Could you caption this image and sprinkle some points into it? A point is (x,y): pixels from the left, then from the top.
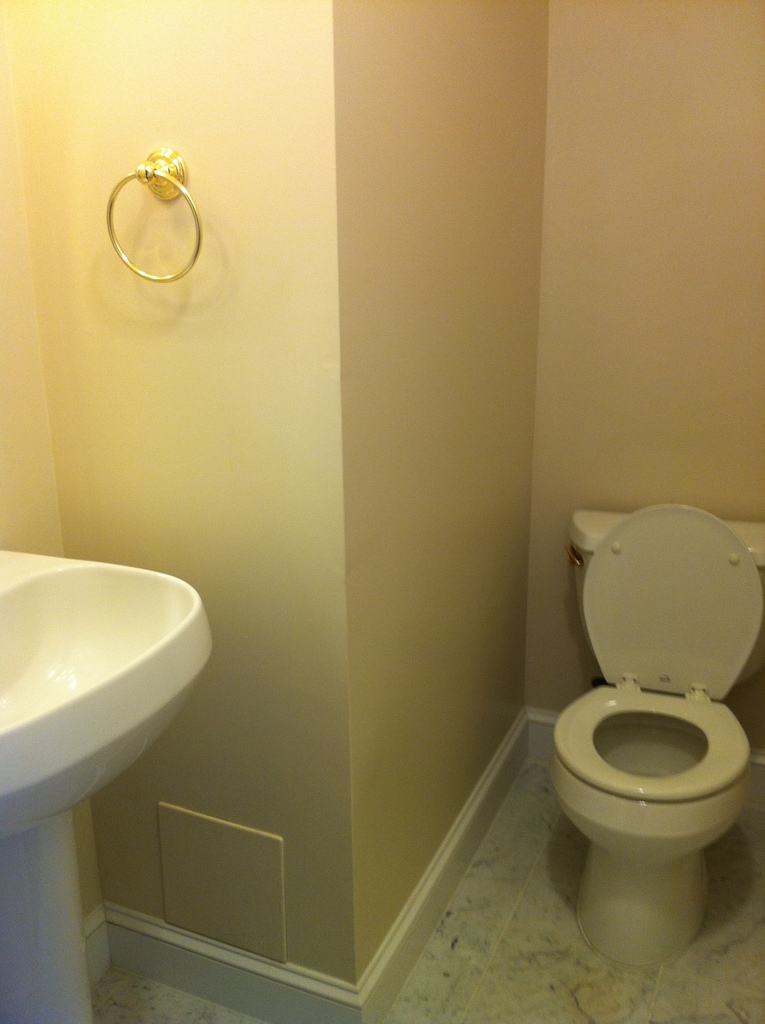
This image is clicked in washroom (110,730). There is a wash basin (55,709) on the left side (72,854). There is a toilet (686,795) on the right side (648,789). There is a handle (158,167) on the left side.
